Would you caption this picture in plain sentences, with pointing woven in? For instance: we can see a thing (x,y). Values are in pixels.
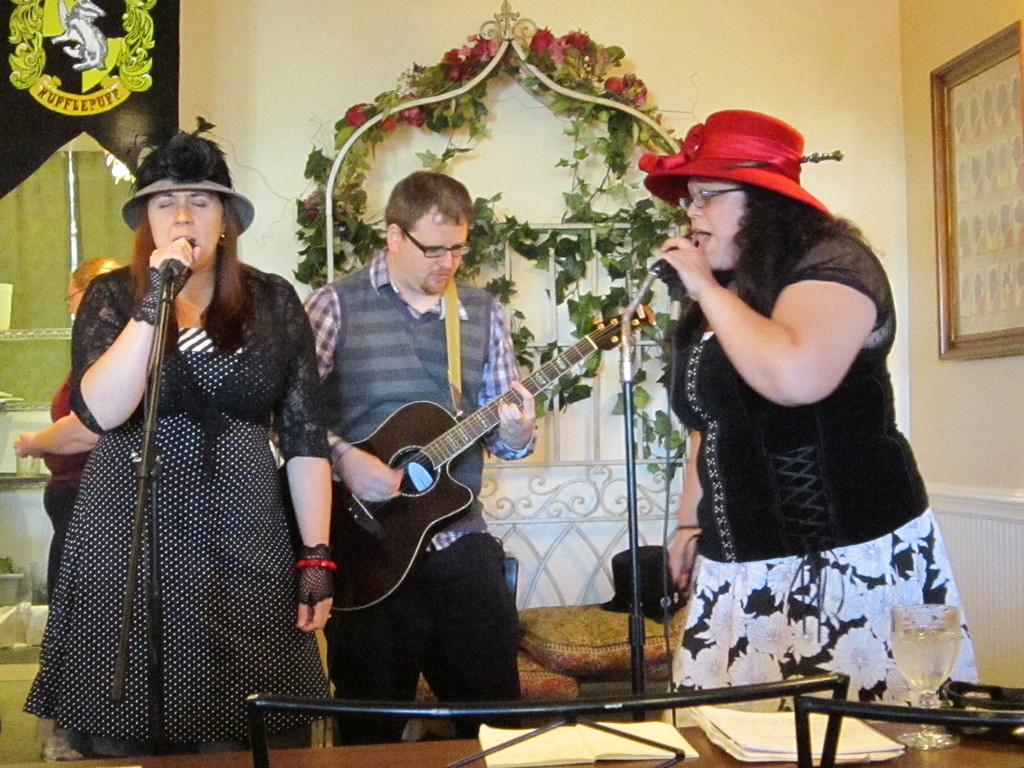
In this image we can see four persons (445,329). There are two womans (770,377) singing with a mic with a black and red hat (209,159). There is a man (405,598) playing a guitar (394,520). At the background (406,121) there is a flower arch (430,98) and the frame (1015,107) is attached to the wall (799,85). There is a book (554,738) and a glass (934,734) on the table (338,758).
